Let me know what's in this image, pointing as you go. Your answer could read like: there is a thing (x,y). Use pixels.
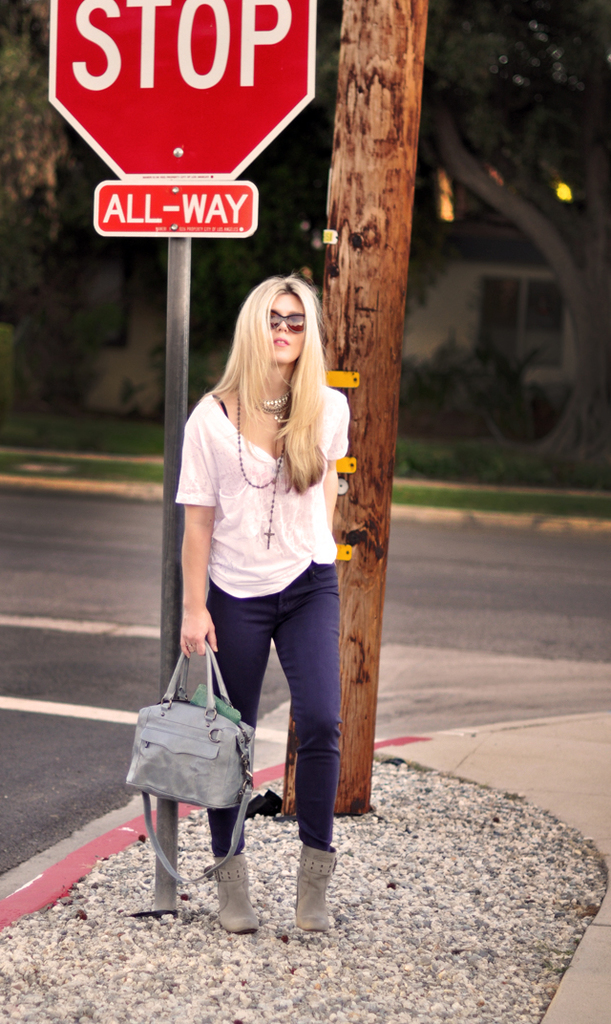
On the background (471,181) we can see a house (537,330) with window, plants (510,407) and trees (572,278) and fresh green grass (54,417). This is a road (513,560). This is a branch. We can see a sign board (192,194) here "stop all- way". We can see one women (258,329) standing beside this sign board (141,155) holding a handbag (179,711) on her hand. She wore goggles (296,320).
